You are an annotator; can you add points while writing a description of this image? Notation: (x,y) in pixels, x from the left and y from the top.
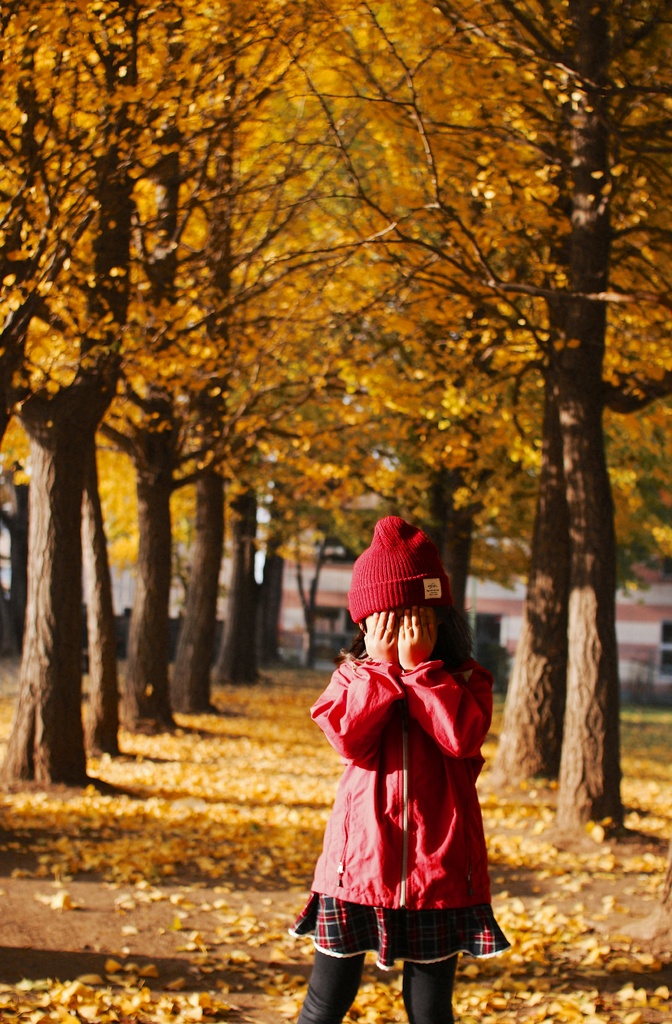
In this image we can see a girl (391,676) standing, behind her we can see some trees (275,400) and leaves (278,796) on the ground (310,762), in the background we can see a building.
